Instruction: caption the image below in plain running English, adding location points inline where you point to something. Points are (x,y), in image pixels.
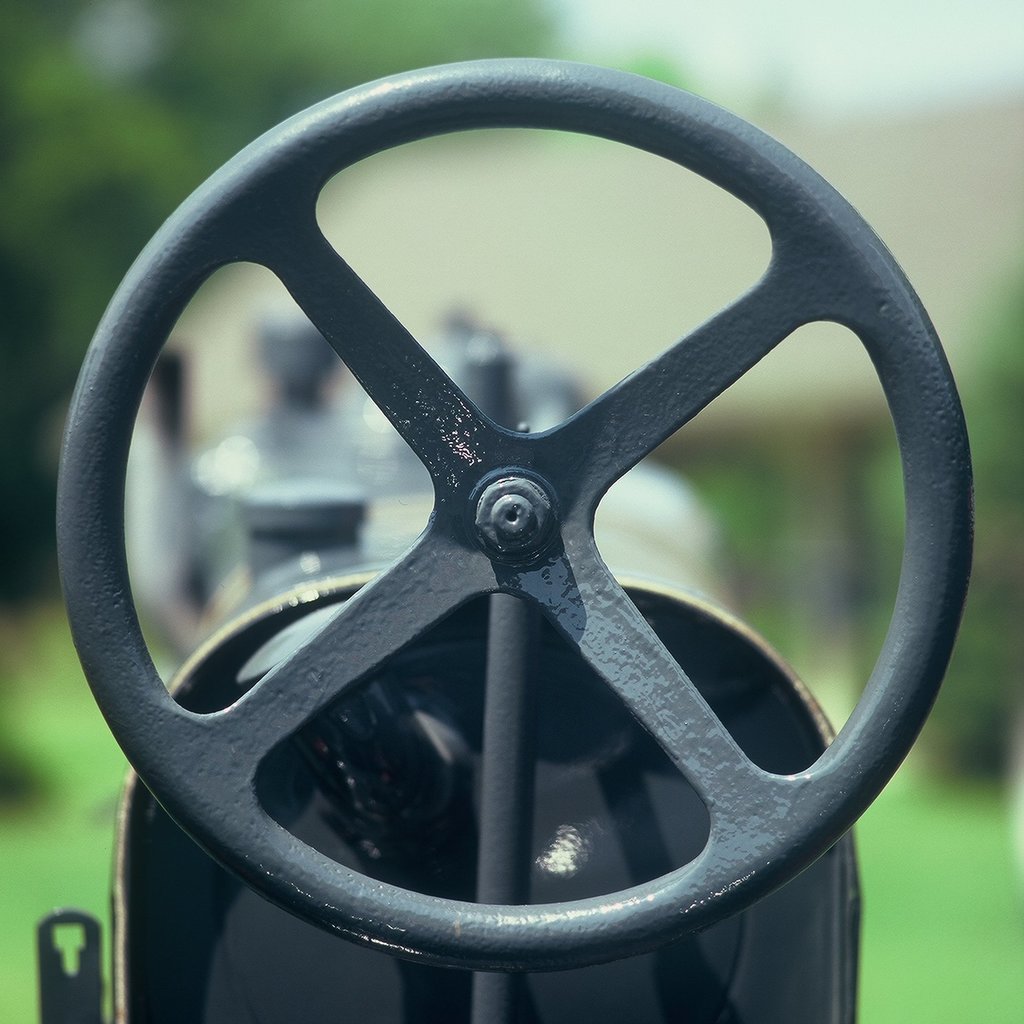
In this image, we can see a machine steering wheel (785,789) on the blur background.
